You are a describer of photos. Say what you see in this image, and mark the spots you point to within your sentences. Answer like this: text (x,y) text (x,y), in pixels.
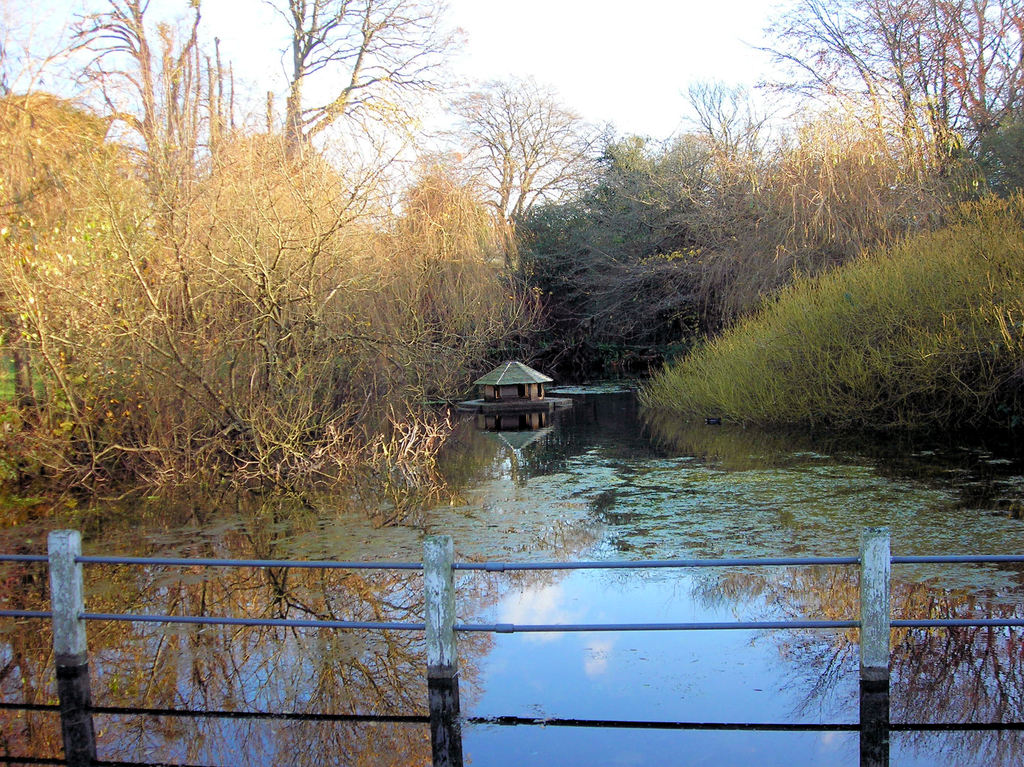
This is an outside view. At the bottom (173,619) there is a railing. In the middle of the image (619,499) there is a river (625,502). In the background (577,345) there are many trees (589,283). At the top of the image (663,68) I can see the sky (541,48).
